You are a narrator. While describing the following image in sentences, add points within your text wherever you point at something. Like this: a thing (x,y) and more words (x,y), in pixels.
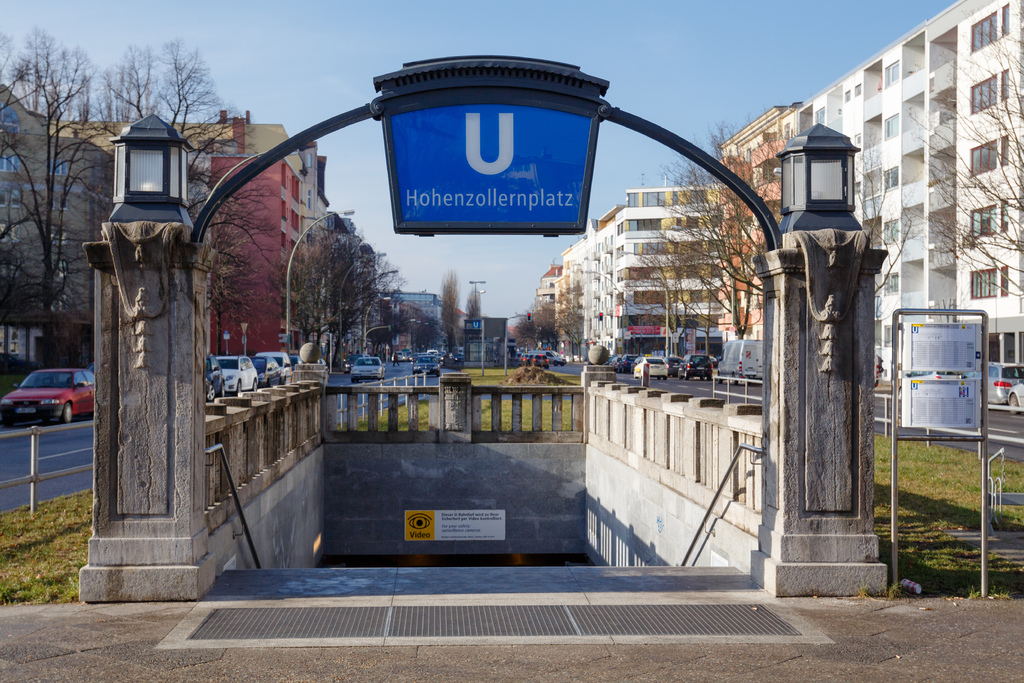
This image is taken outdoors. At the top of the image (335,77) there is the sky (378,72). At the bottom of the image (566,650) there is a floor (177,657). In the background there are many buildings (627,269) and trees (552,314). There are few poles (291,280). Many vehicles (732,355) are parked on the road (673,390) and a few (536,365) are moving on the road (391,373). There is a ground (903,494) with grass (90,505) on it. There is a railing (34,484). In the middle of the image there is an arch (836,441). There is a board (454,152) with a text (508,163) on it. There are two lamps (173,174). There is a railing (457,421) and there is a staircase (425,578).
